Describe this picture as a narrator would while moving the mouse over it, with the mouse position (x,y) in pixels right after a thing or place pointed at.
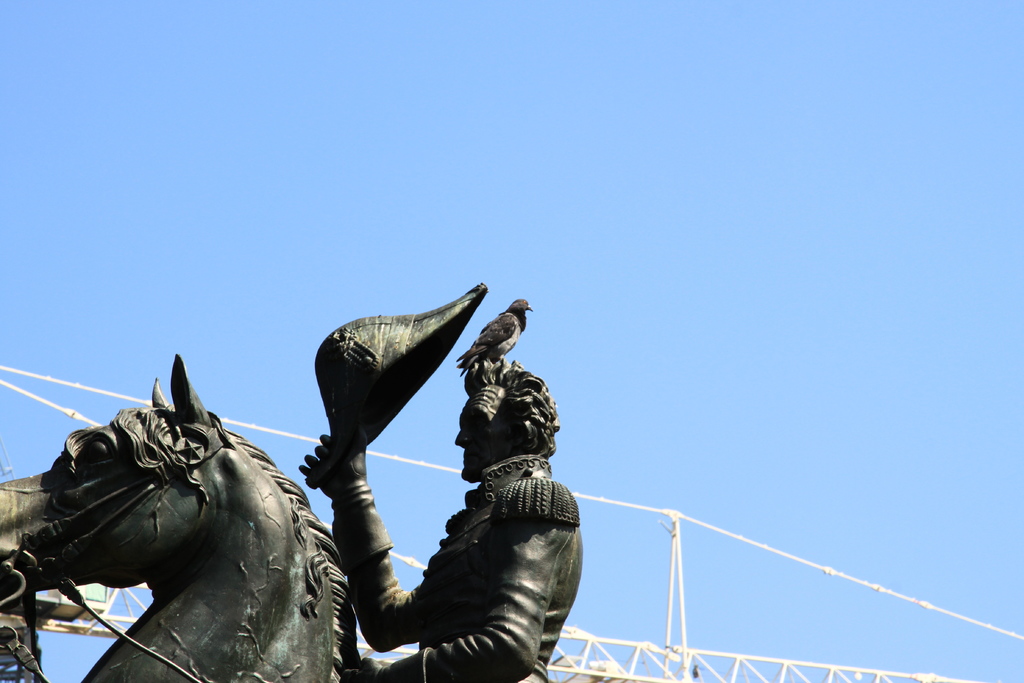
In this image we can see a bird (477,342) standing on a statue (425,620). In the background (136,345) we can see iron grill (637,647) and sky (514,182).
